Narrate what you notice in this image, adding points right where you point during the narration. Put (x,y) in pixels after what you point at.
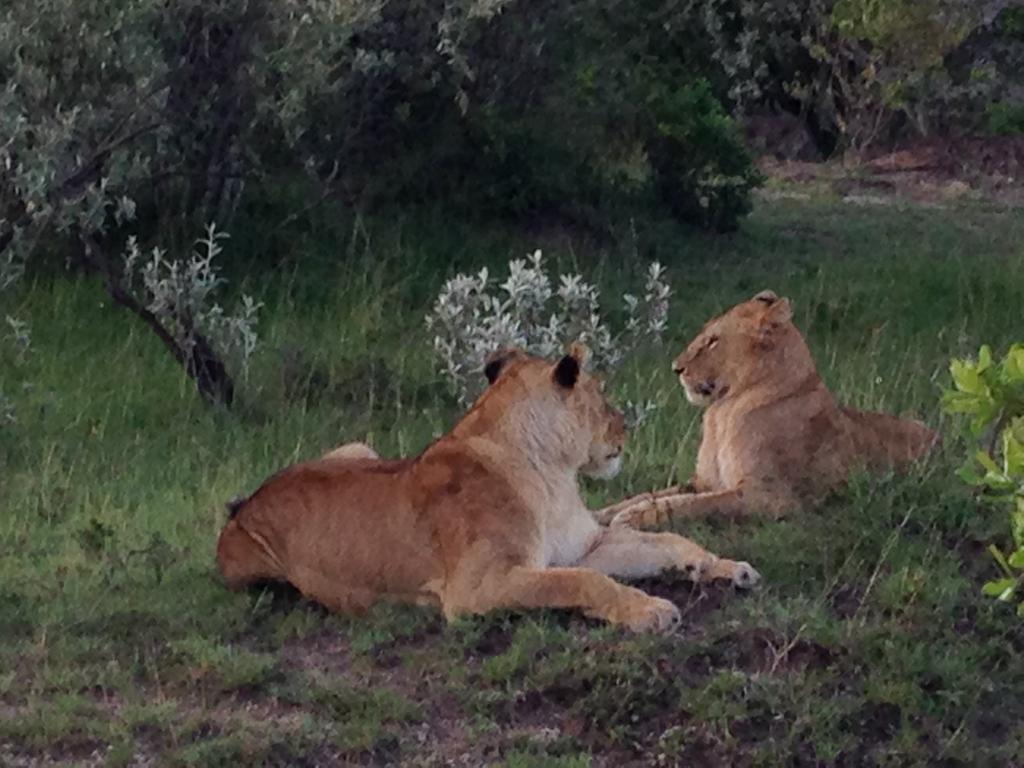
Here I can see two lions (567,484) and there are many plants (185,343) and also I can see the grass (896,282). In the background (691,24) there are many trees (584,49).
